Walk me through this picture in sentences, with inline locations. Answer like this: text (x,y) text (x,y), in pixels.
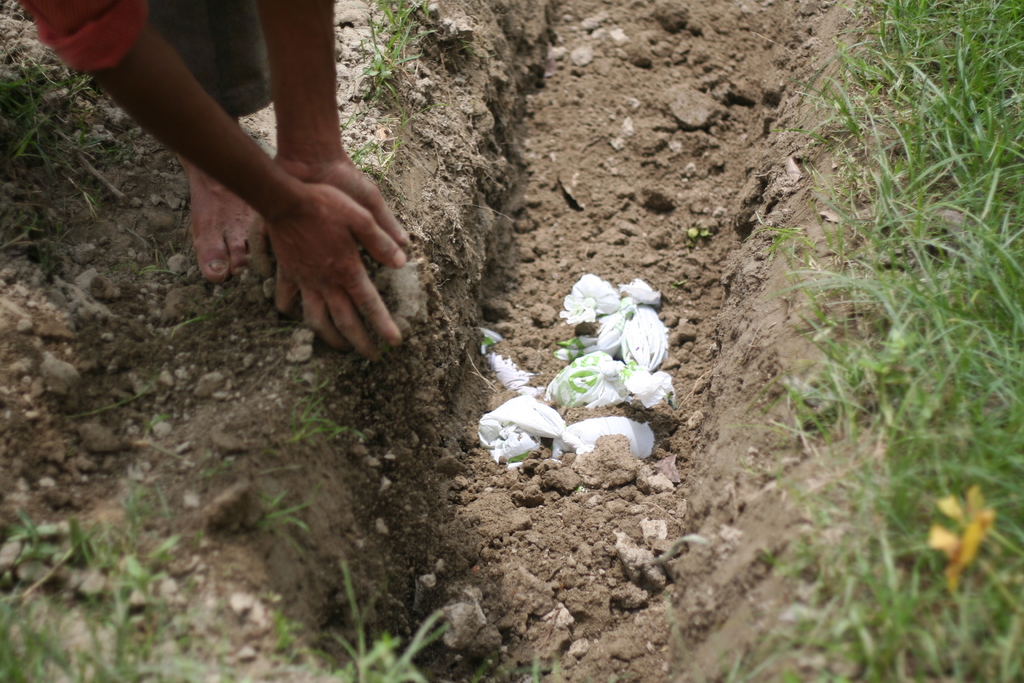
In this image we can see ground (654,237) which is dug and there are some items (558,421) placed in it and we can see a person's hands (343,285) and legs (220,254) and there is some grass (794,274).
